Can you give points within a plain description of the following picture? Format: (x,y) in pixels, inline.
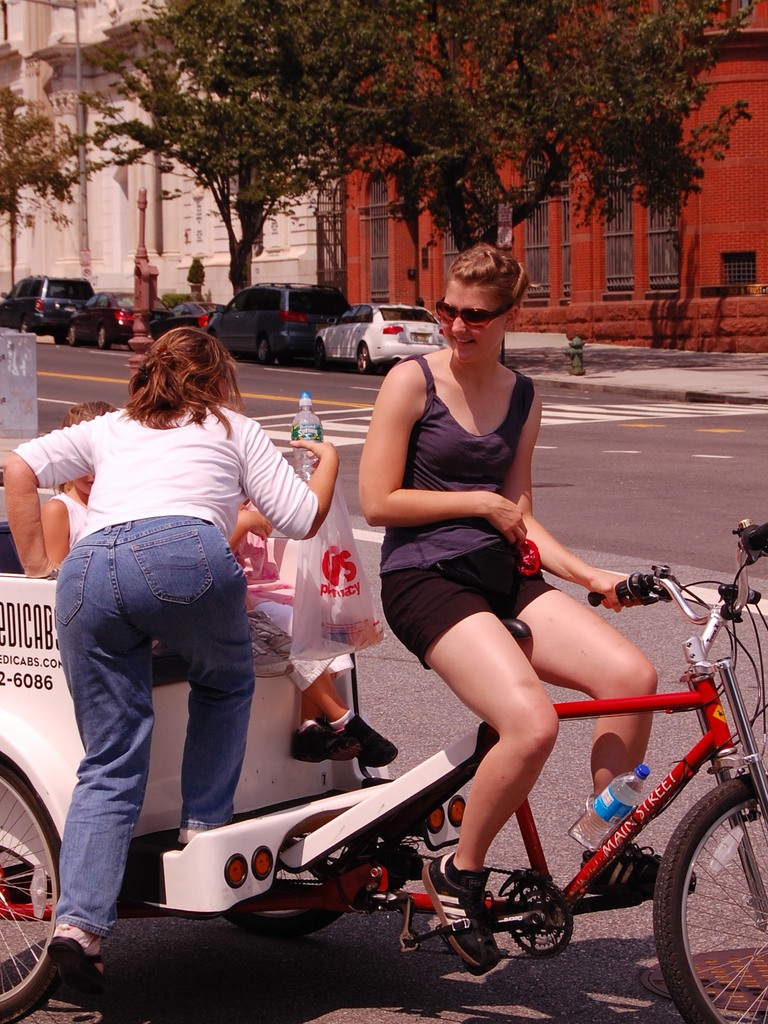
In the image there is a woman (487,537) riding bicycle (529,895) with a wagon (219,874) attached behind it and two kids (360,754) and a woman (192,665) on it, in the back (297,247) there are buildings (76,82) with trees (441,22) and cars (412,351) in front of it on the road (363,422).
